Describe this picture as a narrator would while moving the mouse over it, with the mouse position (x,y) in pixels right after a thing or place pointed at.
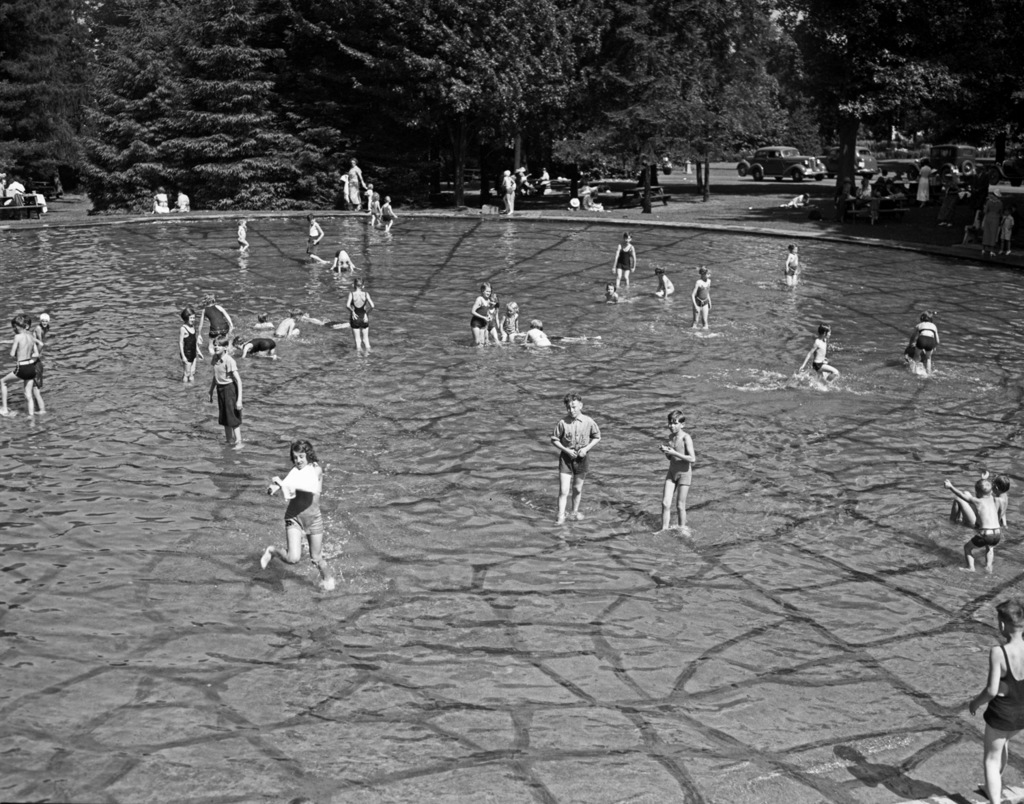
In this image in the foreground (395,627) there is a swimming pool (635,244). On it there are many kids (322,546). In the background (246,113) there are trees (581,137), few other people (948,173), bench (660,191), car (780,170).
